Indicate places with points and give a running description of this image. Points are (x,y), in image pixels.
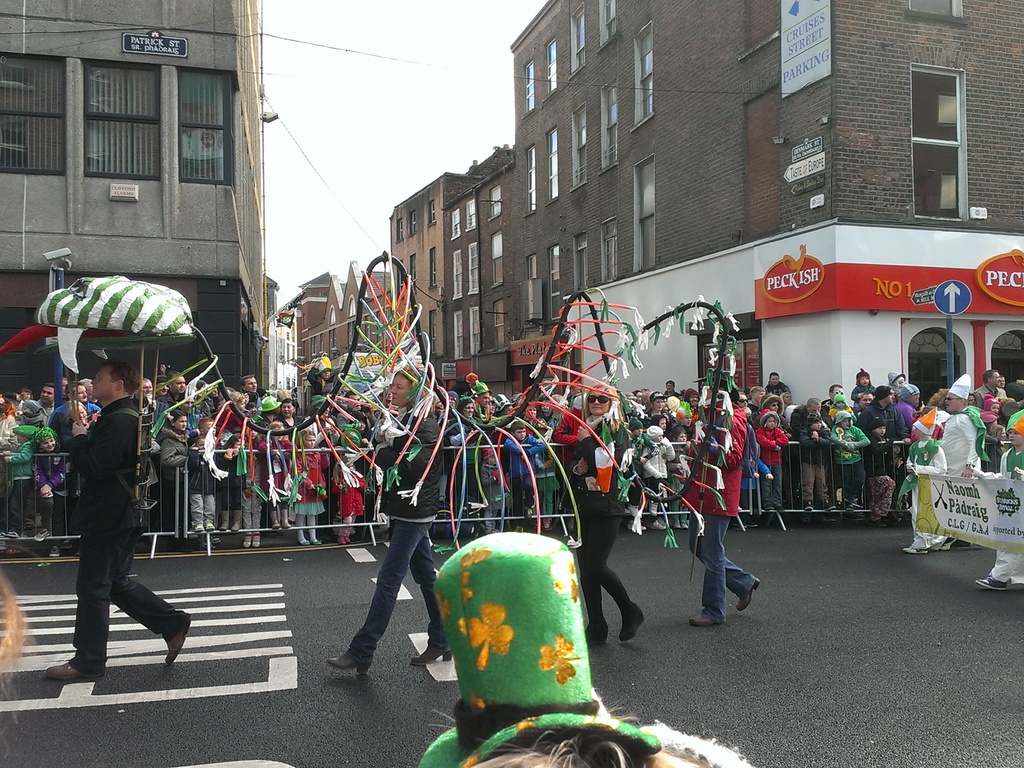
Here we can see group of people (585,572) on the road (678,602). There are few persons (708,597) walking on the road (167,670) and they are holding an object (700,453). Here we can see banners (1012,521), boards (1019,314), pole (950,306), and buildings (589,186). In the background (436,21) there is sky (284,202).
